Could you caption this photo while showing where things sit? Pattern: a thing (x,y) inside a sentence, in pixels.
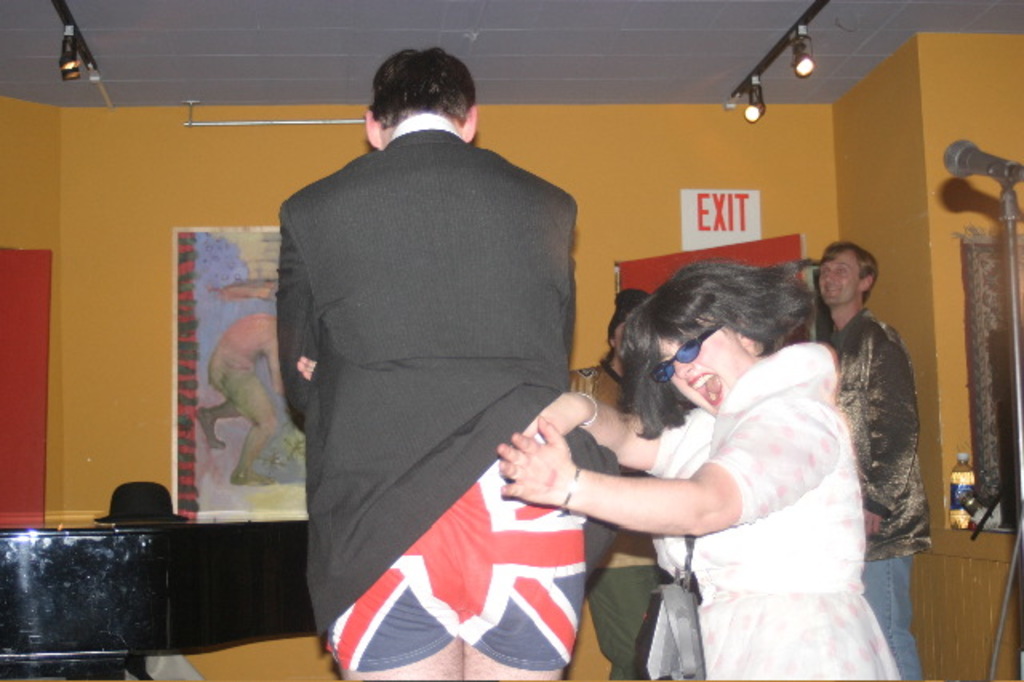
This picture is clicked inside the room (996,222). On the right (750,357) we can see a person (745,458) wearing white color dress (802,520) and standing. In the center (424,252) we can see a person (433,368) standing and we can see a microphone (973,168) attached to the metal stand (1017,373) and we can see the group of persons (888,348). In the background (106,174) we can see the wall (123,272) and we can see the picture (240,389) of a person (250,403) on an object (214,277) and we can see a hat (156,511), bottle (968,484), lamps (799,53), roof (808,80) and many other objects (639,276).
